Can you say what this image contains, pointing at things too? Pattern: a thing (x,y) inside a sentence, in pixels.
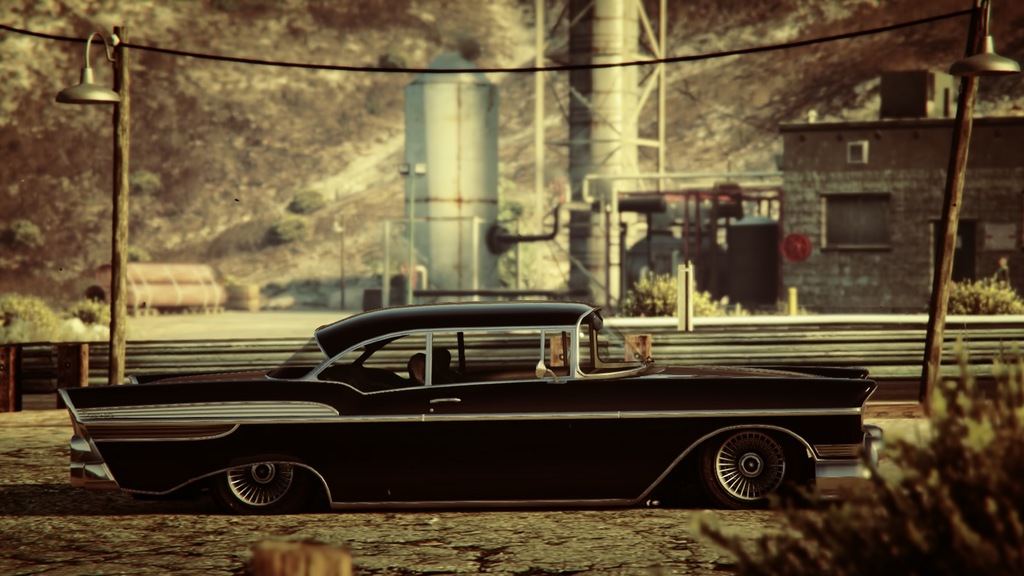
In the picture I can see a black color car (498,429) on the ground (312,316). In the background (766,239) I can see poles (117,177) which has a wire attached to them, plants (672,292), a building (828,216) and some other objects (426,237) on the ground (72,569).
